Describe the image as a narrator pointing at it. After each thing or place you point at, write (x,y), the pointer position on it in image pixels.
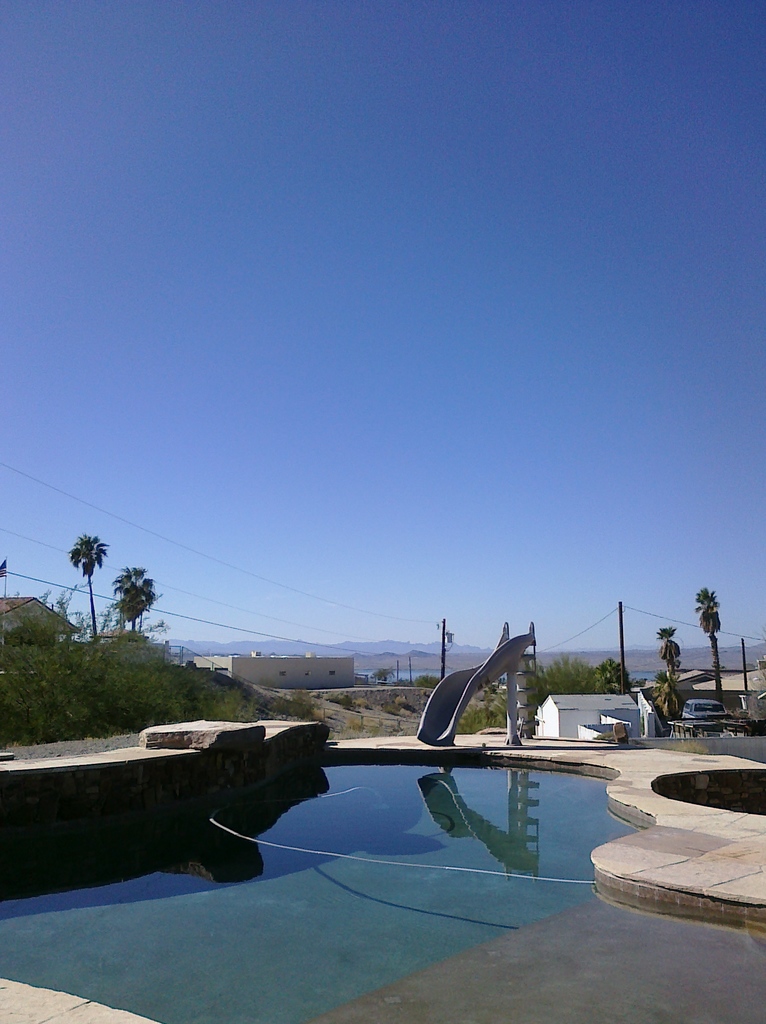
In this picture I can observe a swimming pool (208,894). On the right side (607,704), it is looking like a house (584,719). There are some trees (131,652) and plants (226,691) in this picture. In the background (301,646) there are hills (229,646) and a sky (380,386).
